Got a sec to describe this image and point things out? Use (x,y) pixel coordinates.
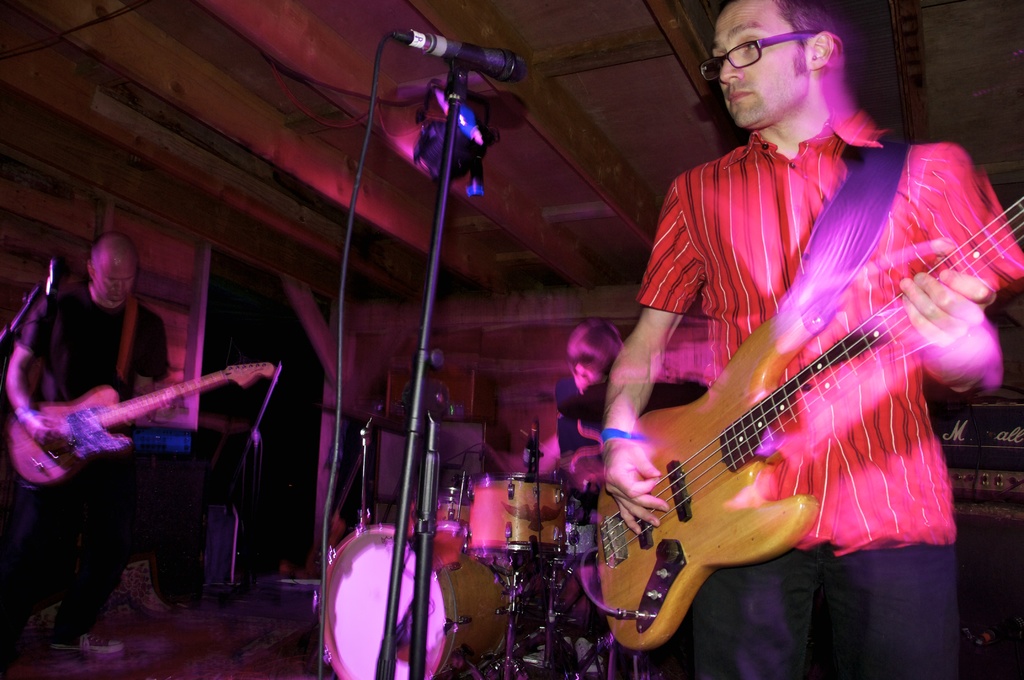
In this image there is a man (765,2) standing and playing a guitar (1003,231), another man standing and playing a guitar (44,457), another man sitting and playing a drums (347,638) and at the back ground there is a door (195,372).
